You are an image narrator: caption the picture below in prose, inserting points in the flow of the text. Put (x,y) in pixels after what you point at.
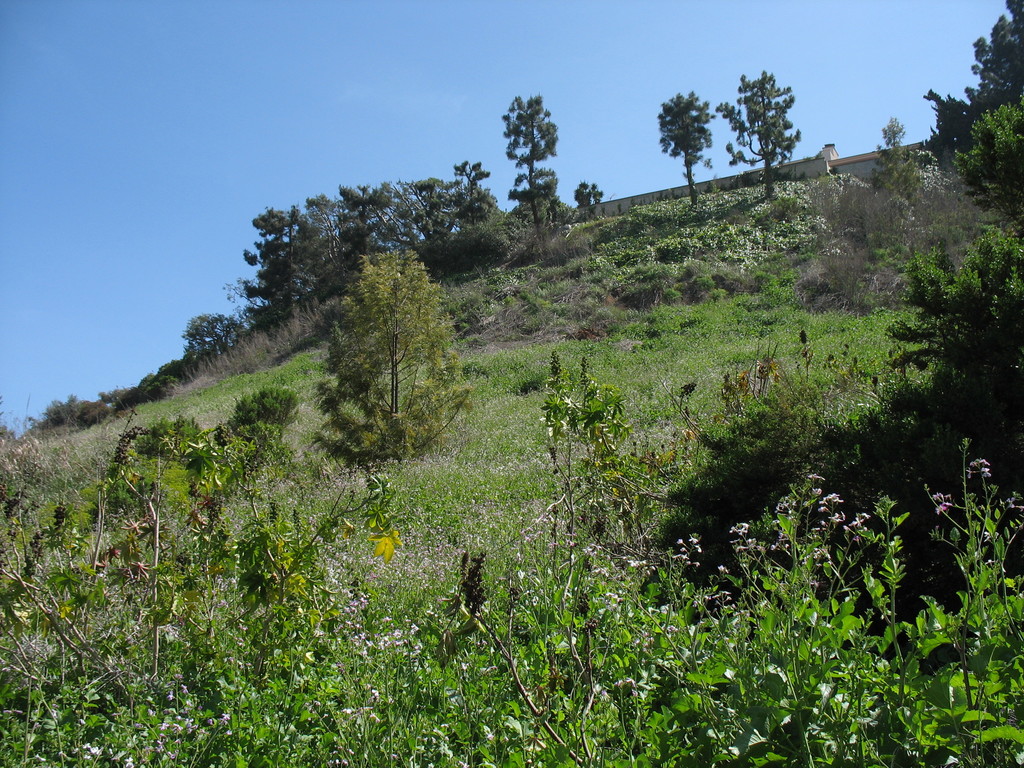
These are the trees (432,369) and plants (207,440). This looks like a grass (329,465). I think this is a hill (523,317). This looks like a wall (809,172). Here is the sky (571,127).
